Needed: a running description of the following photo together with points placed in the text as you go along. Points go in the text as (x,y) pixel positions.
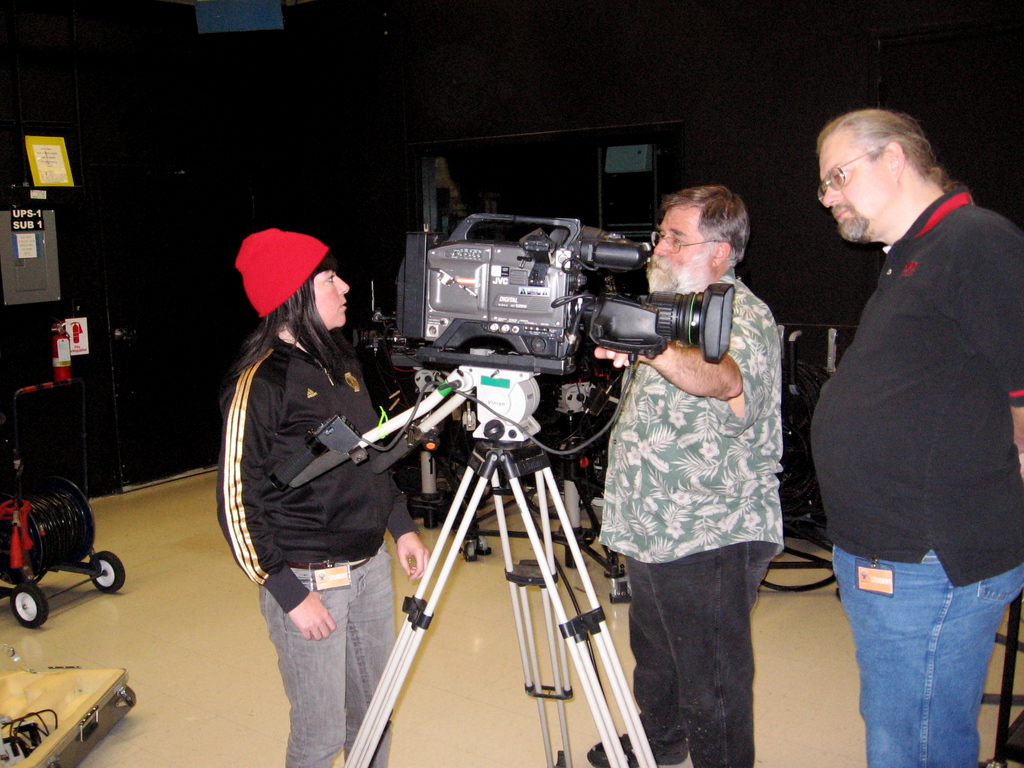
In this image we can see three persons (919,745), there is a camera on the tripod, there are trolleys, boards (42,178) with some text (61,178) on them, there are wires (795,496), also we can see the wall (91,250).
